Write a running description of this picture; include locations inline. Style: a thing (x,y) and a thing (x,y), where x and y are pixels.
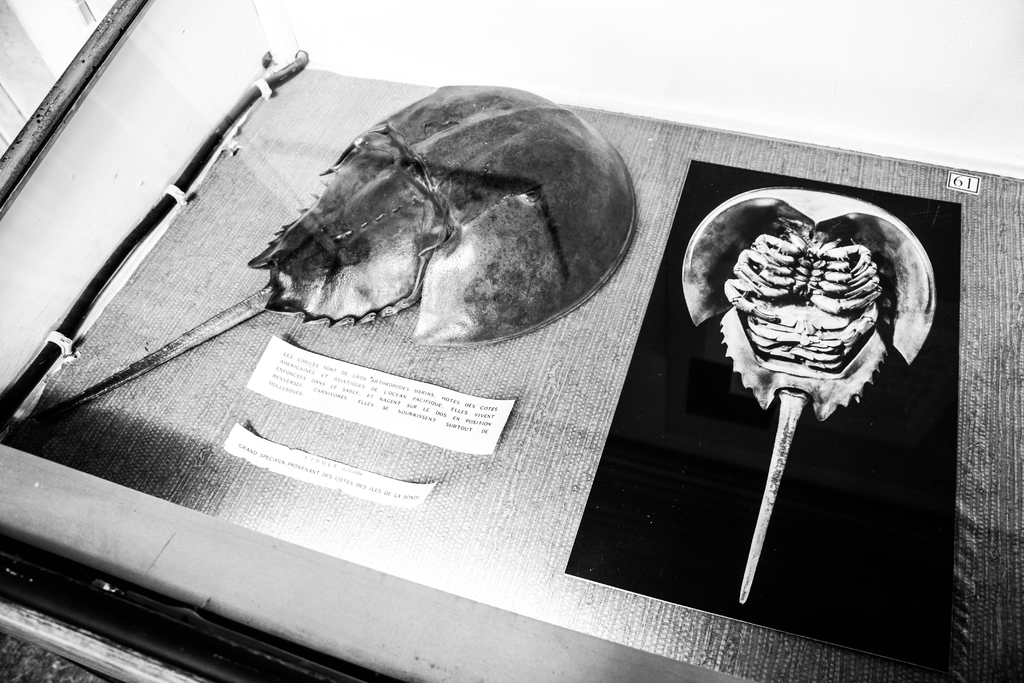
In this image there are few artifacts (634,443) and labels (322,374).
